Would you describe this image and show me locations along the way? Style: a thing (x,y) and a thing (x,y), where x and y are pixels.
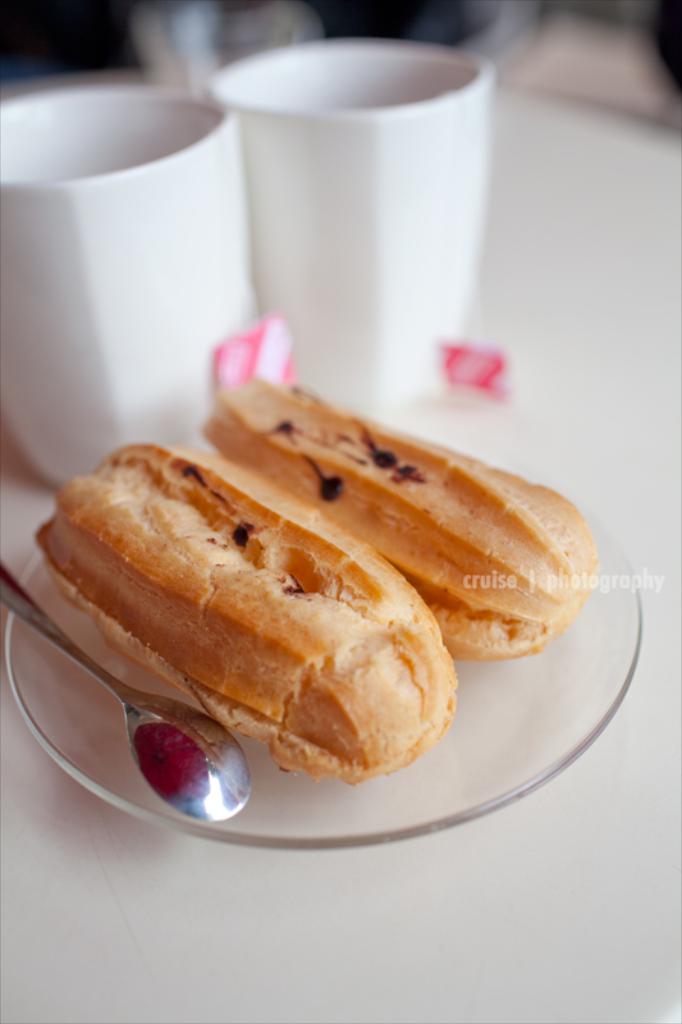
In the center of the image (445,414) we can see a table (564,292). On the table (632,331) we can see the glasses (320,264) and a plate (508,714) which contains food (266,607) with spoon (160,767) and some text (591,591). At the top (629,84) the image is blur.
